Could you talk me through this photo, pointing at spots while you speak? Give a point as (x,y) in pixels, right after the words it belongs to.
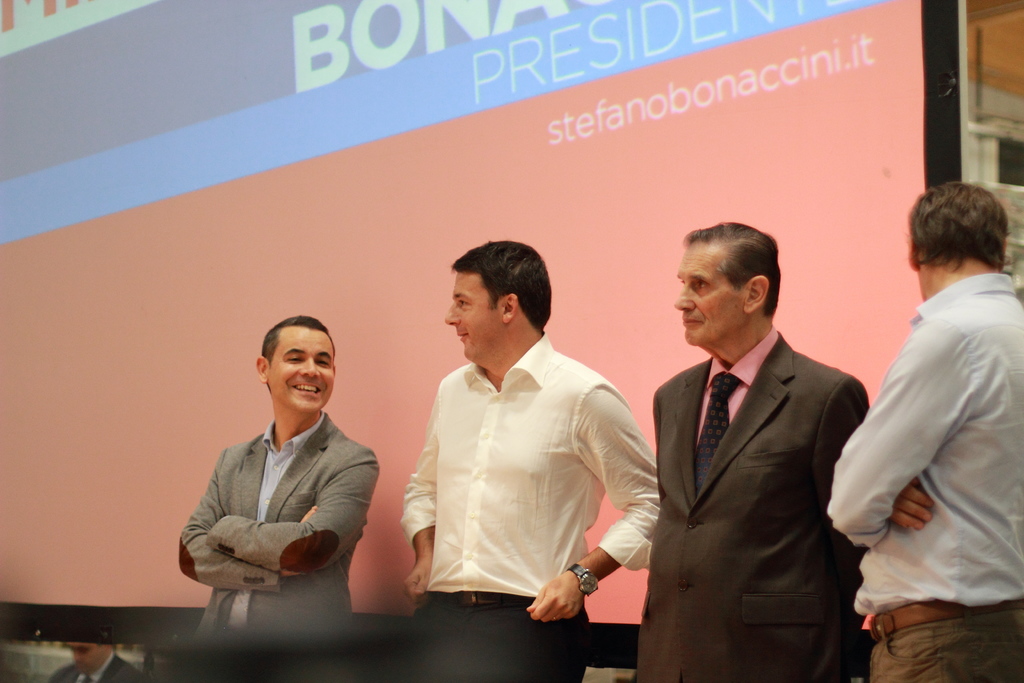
In the image there are few men (986,406) standing. Behind them there is a screen (275,197) with some text (538,58) on it. Below the screen (184,452) there is a man (76,659).
